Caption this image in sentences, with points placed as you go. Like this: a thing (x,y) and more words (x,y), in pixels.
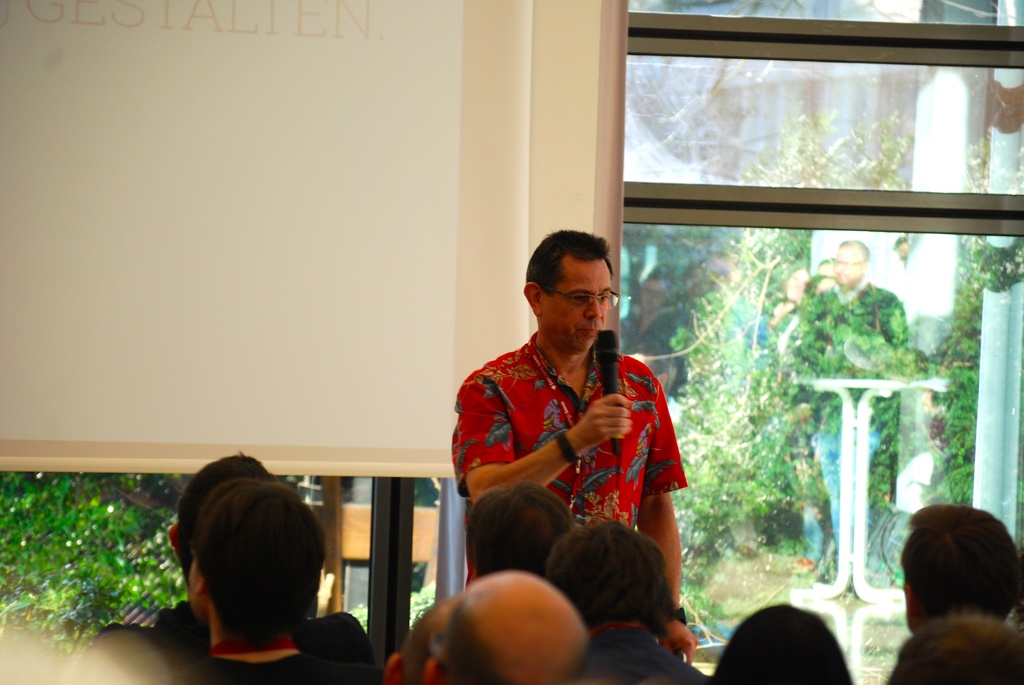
In this image there are people (431,661) sitting on chairs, in front of them there is a men (592,346) standing, holding mic (604,353) in his hand (624,408), in the background (745,297) there is a wall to that wall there are glass doors (683,11), through that doors (760,392) trees (742,311), people (811,330) are visible.
